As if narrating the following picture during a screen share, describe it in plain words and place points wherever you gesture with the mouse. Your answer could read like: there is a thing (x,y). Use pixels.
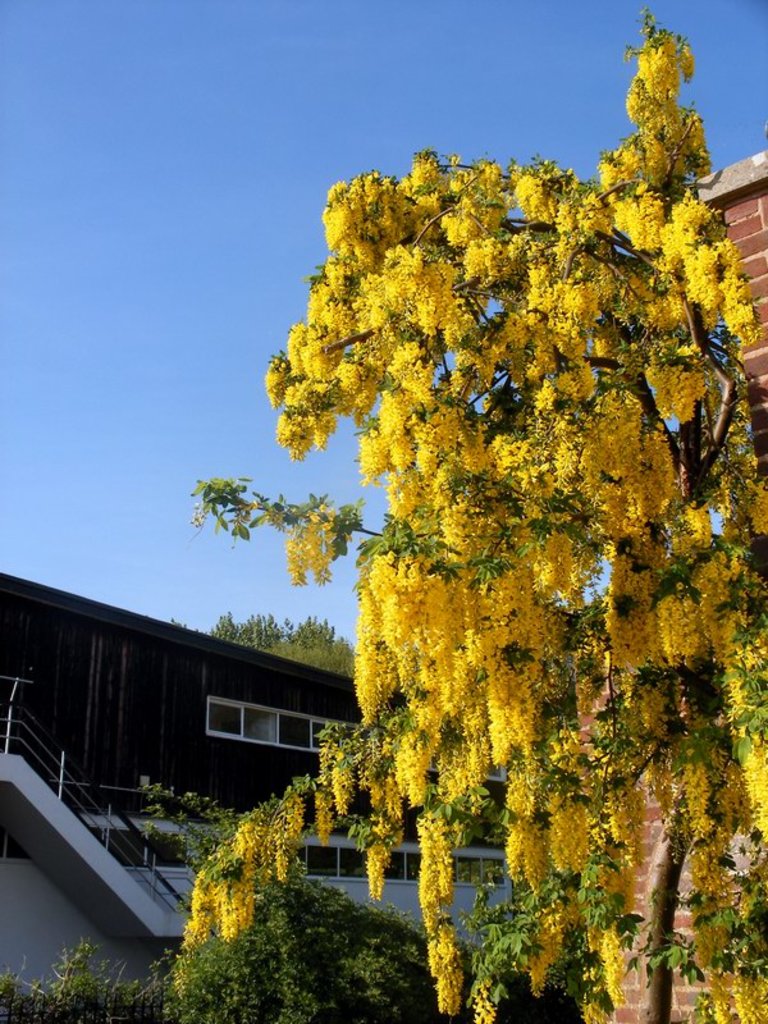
In this picture I can see buildings (82,652), trees (423,575) and a blue sky (249,247).
